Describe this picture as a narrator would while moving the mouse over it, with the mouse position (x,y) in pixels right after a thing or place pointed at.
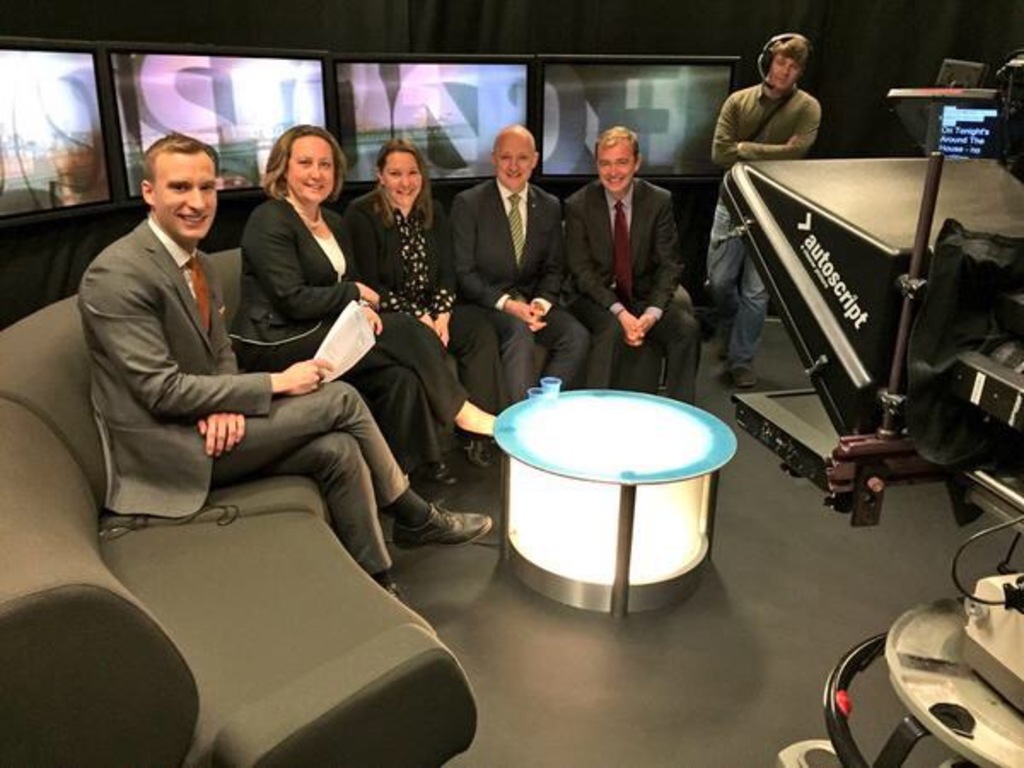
There are group of people (387,282) sitting on a sofa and there is a table (612,449) in front of them and there is another person (776,114) standing in the background (772,116).
